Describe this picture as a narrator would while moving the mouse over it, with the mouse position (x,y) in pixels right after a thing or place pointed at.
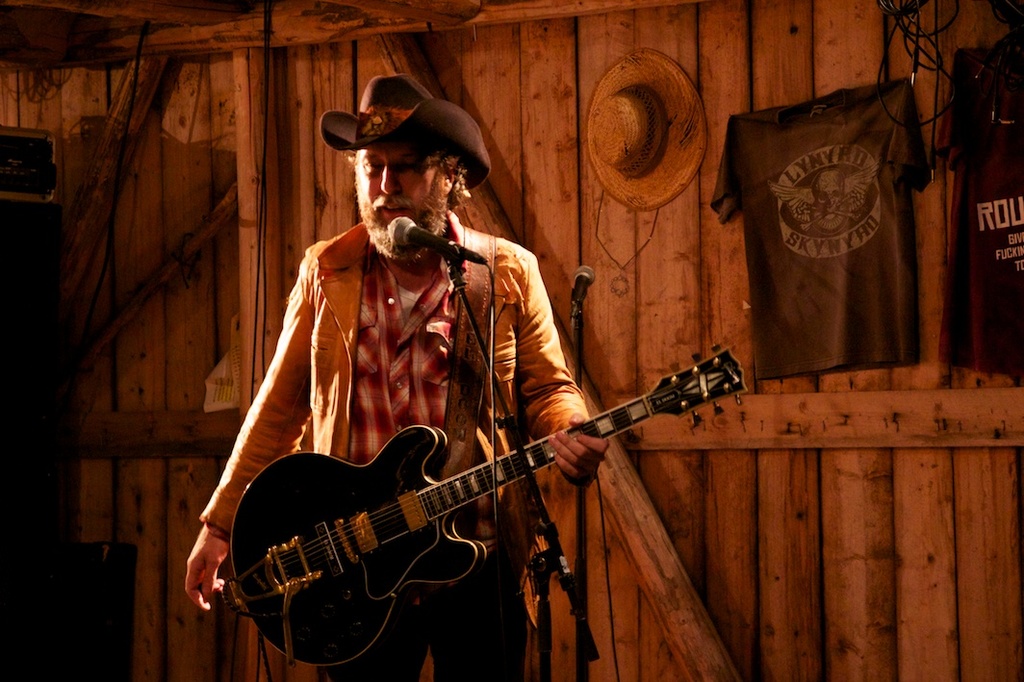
There is a man (349,313) with brown jacket (330,308) and red shirt (381,373) is standing and playing guitar (464,475). In front of him there is a mic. To the right corner (923,188) there are two shirts (854,214) and one hat (606,116) to the wooden wall (615,237).
